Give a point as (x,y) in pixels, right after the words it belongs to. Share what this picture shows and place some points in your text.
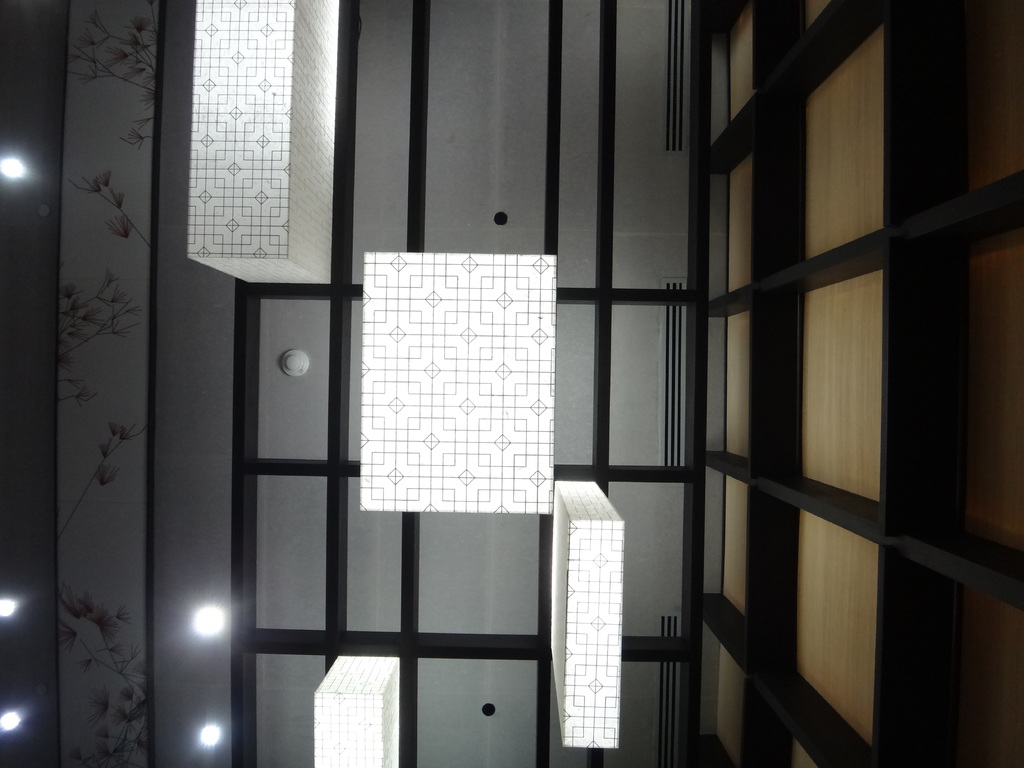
The picture is taken inside a room (154,372). On the ceiling (94,503) there are lights (235,134). These are some rectangular structure (373,361).
